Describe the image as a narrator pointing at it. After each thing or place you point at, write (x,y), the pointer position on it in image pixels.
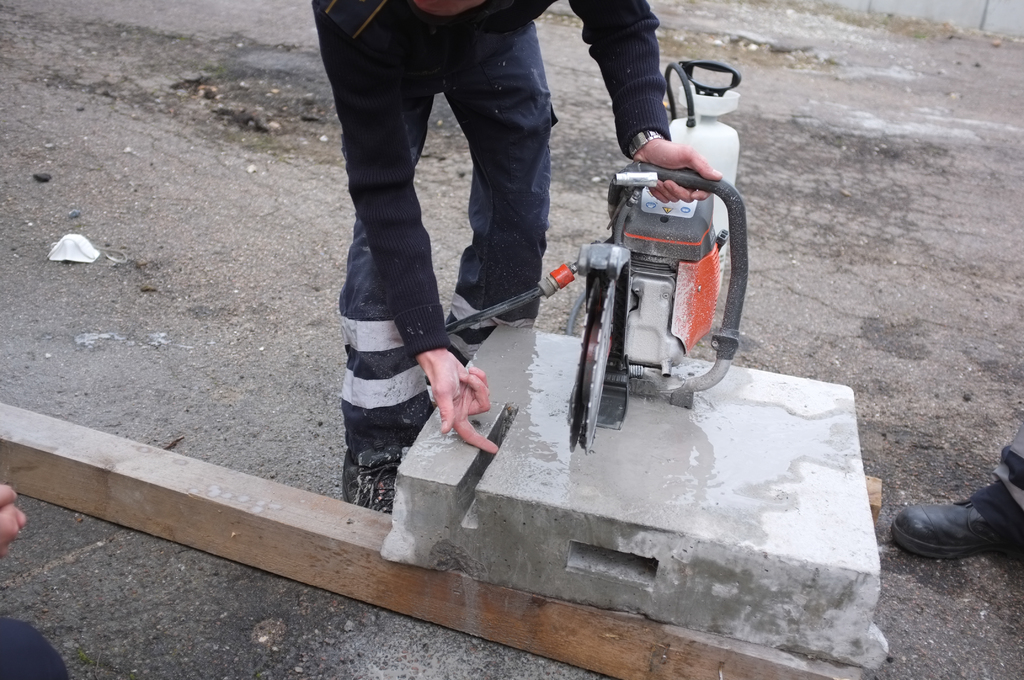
In the image we can see the truncated image of people (395,265) wearing clothes (374,224) and shoes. Here we can see the electronic device (608,276), wooden log (172,481) and the road (863,269).
